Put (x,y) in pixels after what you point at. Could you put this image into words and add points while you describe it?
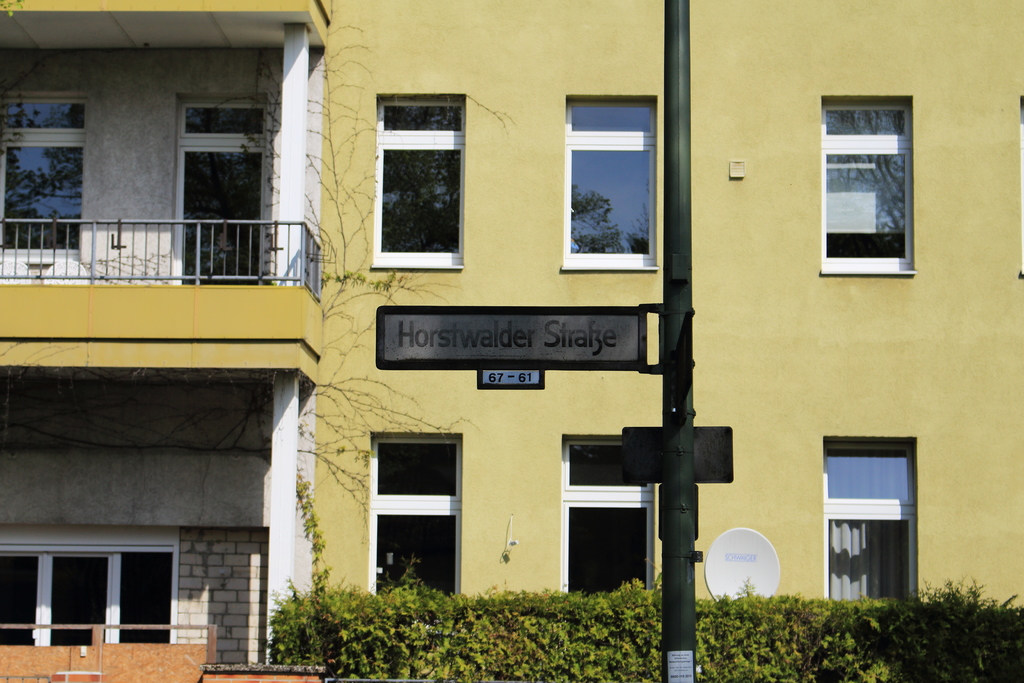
In this image we can see building (909,312), railings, windows (839,588), street pole (666,296), name board (518,327), bushes (416,624) and creepers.
